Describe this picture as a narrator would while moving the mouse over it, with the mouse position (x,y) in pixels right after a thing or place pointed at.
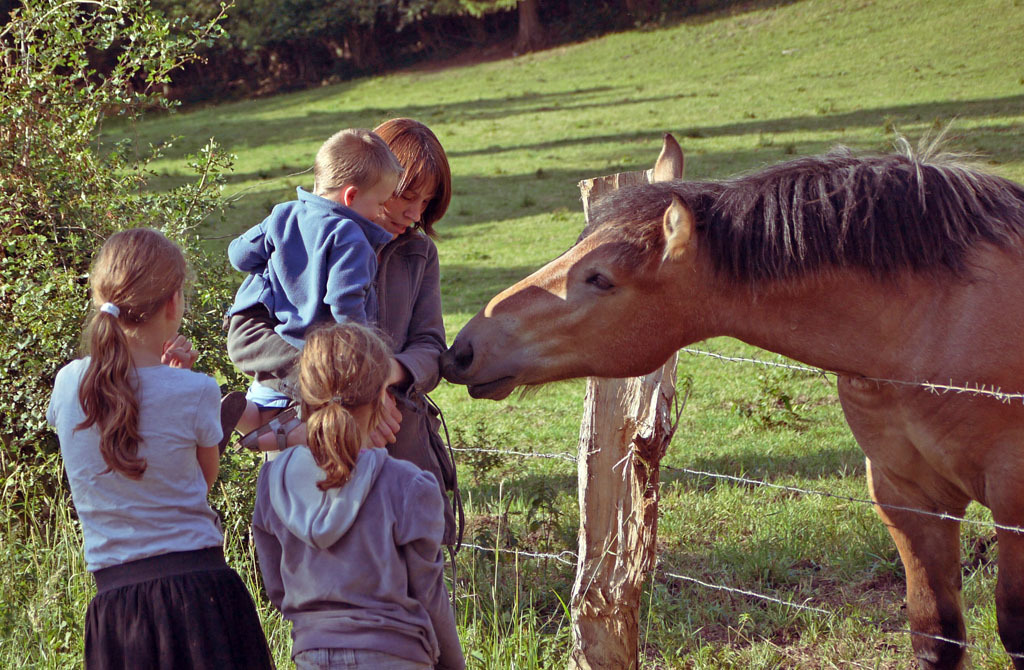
in this image i can see four people (331,469) at the left (325,442) and at the right (700,270) there is a horse (774,285), next to the fencing (628,472). below there is grass (536,103) and at the back (216,42) there are many trees (241,41).
